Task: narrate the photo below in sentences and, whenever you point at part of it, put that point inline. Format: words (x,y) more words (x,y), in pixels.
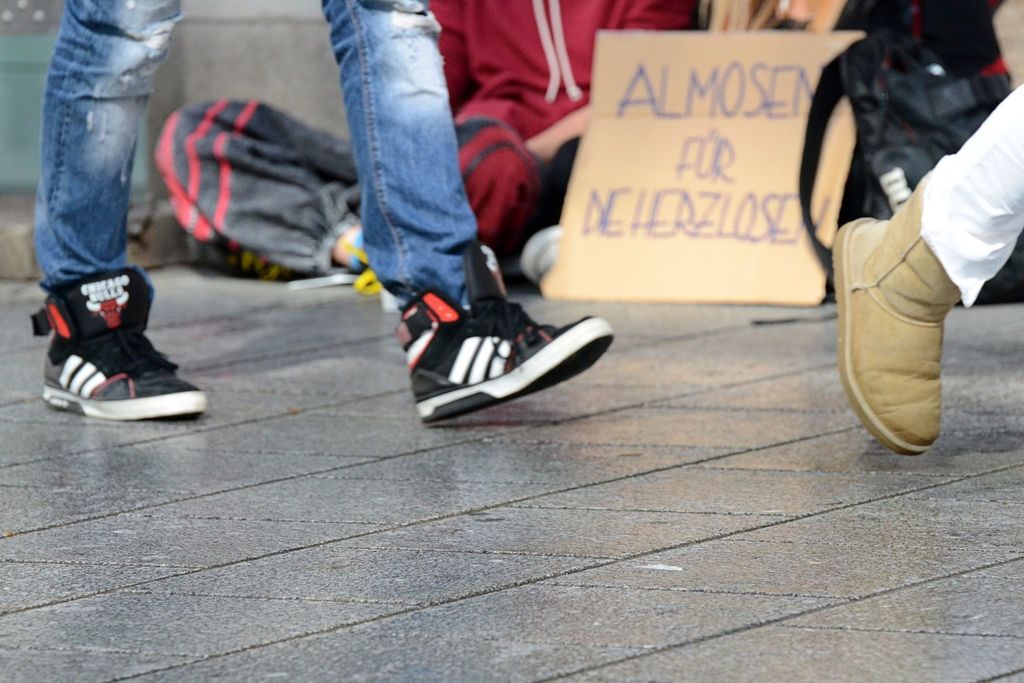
In the center of the image (463,270) we can see the person's legs (92,146) are there. At the top of the image (521,55) a person (523,94) is sitting and also we can see board (705,99), bag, wall (287,72) are there. At the bottom of the image (285,505) floor (416,424) is there.
